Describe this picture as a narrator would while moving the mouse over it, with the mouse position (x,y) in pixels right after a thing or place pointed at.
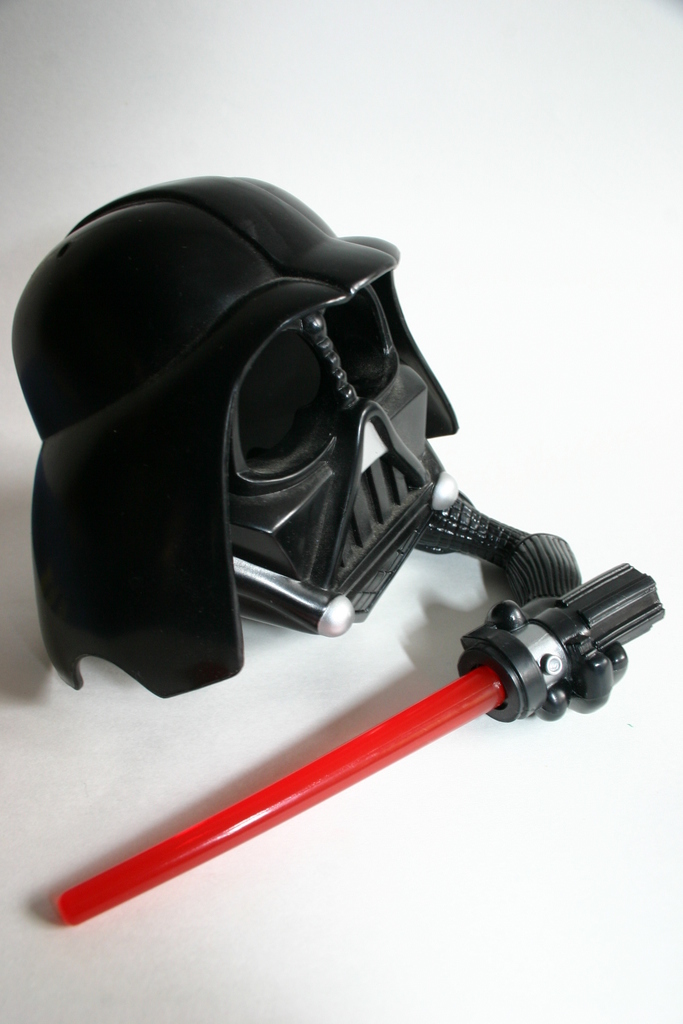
In this picture there is a mask (308,480) and a stick (419,718). The surface (138,107) is white.
